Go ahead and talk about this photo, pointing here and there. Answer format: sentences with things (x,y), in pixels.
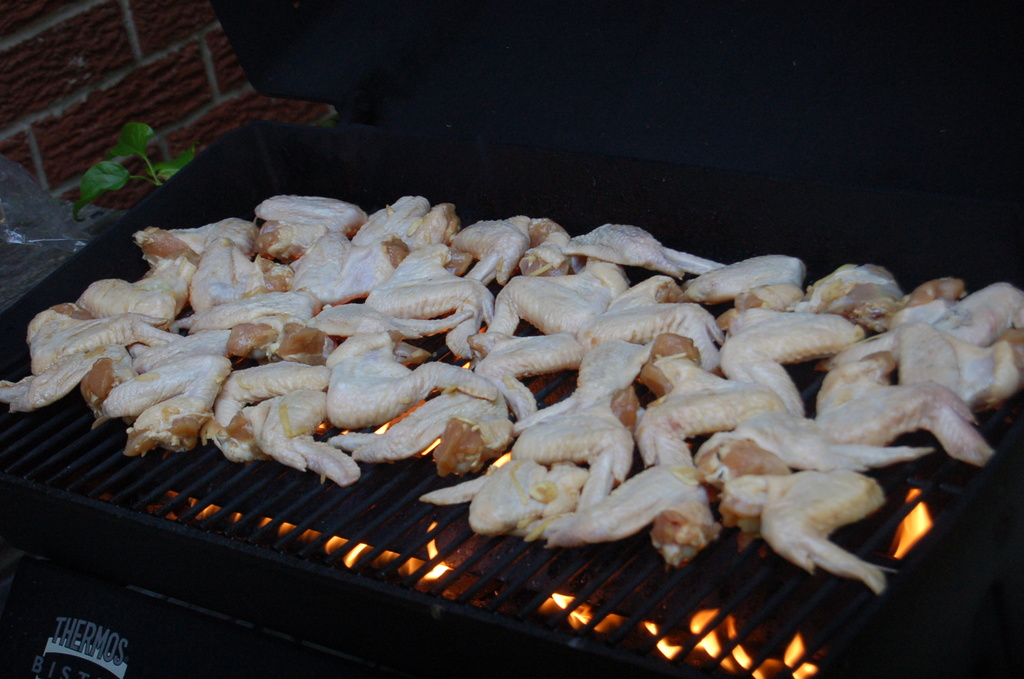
In this picture we can see a barbecue grill (538,586) and on the barbecue grill (286,551) there are some food items (498,359). On the left side of the grill (251,74) there is a plant (147,140) and a wall (103,143).
